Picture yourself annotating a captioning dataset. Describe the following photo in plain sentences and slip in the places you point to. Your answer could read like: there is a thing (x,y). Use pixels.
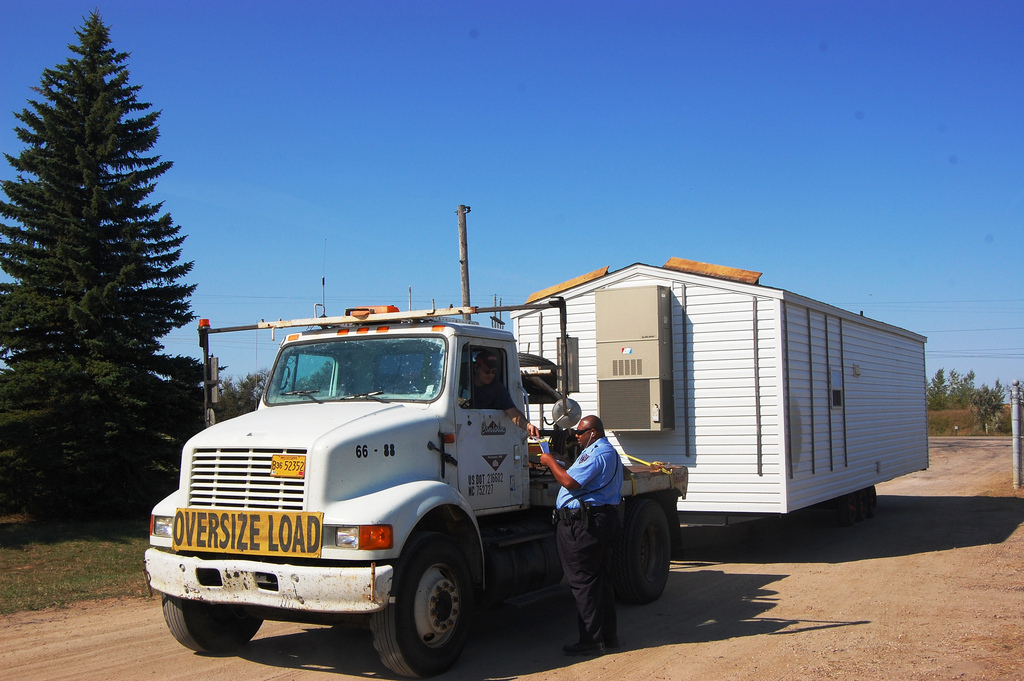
In this picture we can see a vehicle (257,543) on the road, two people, grass (115,568), poles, trees (50,431), some objects (790,346) and in the background (403,301) we can see the sky (563,179).
